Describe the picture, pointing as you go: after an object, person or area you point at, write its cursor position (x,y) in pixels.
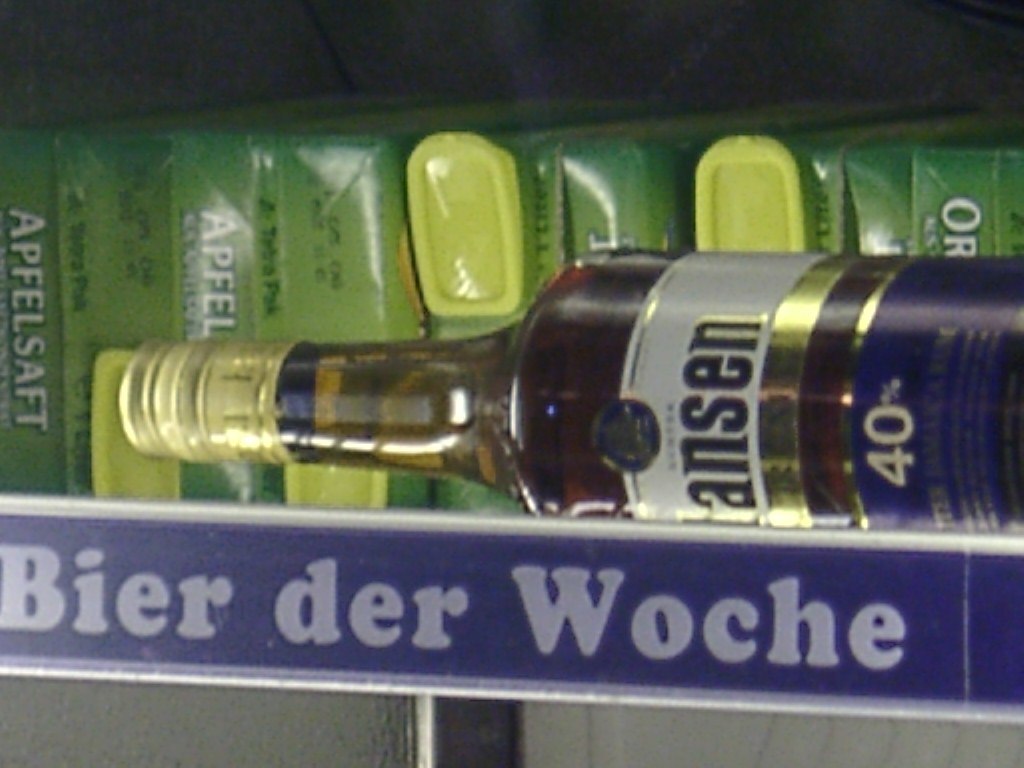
As we can see in the image there is a bottle (604,437), board (569,556) and there are boxes (319,212).
